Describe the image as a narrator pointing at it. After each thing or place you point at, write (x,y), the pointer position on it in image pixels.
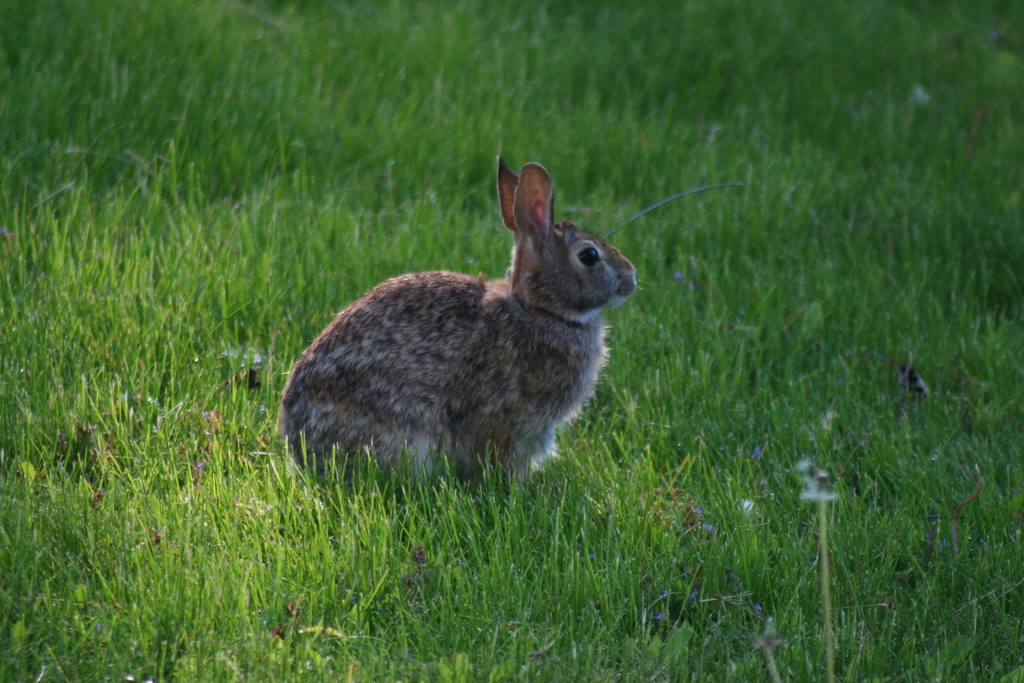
In the middle of this image (476,340) there is a rabbit (478,340) facing towards the right side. Here I can see the grass (457,574) on the ground (219,570).
